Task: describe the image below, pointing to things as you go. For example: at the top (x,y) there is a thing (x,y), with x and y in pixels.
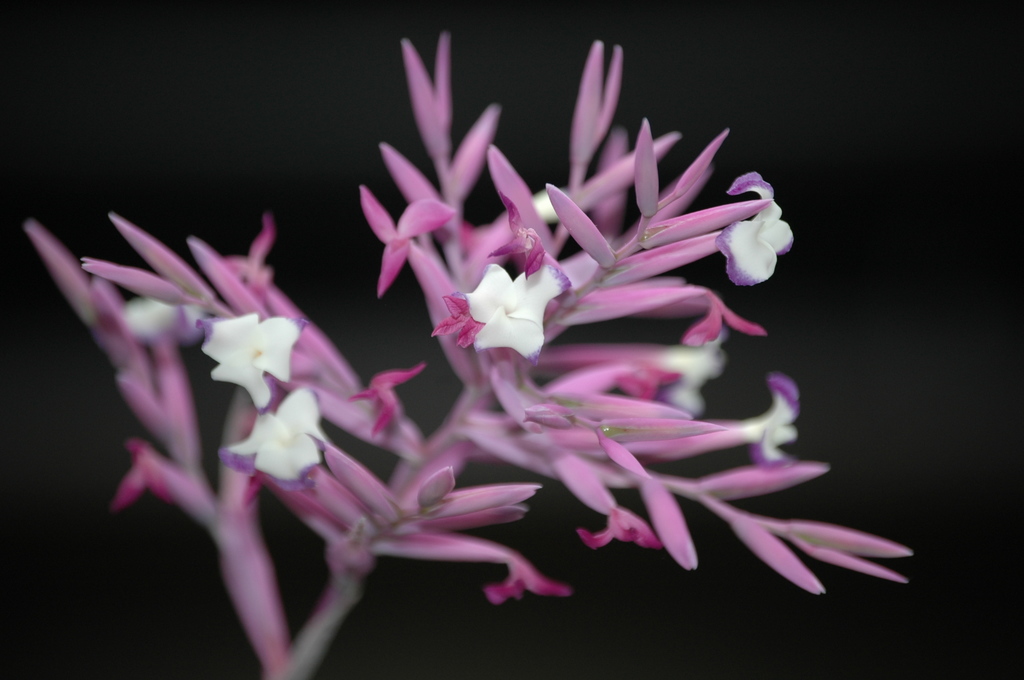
In the image we can see some flowers (738,234) and plant (612,421).
